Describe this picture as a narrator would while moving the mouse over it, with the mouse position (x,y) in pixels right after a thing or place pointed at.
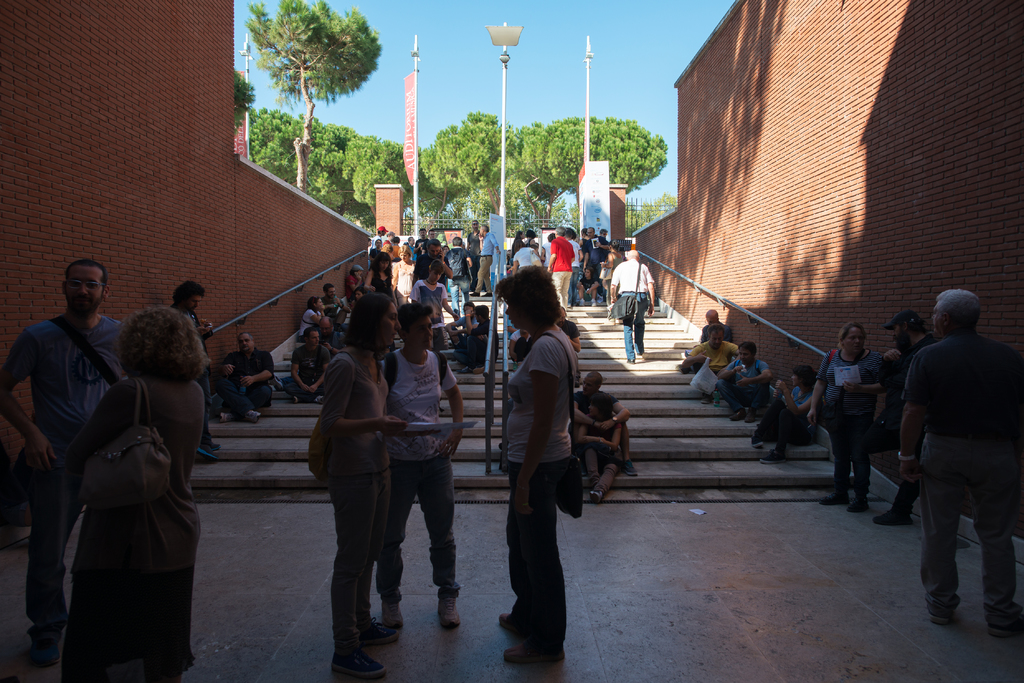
In the foreground of this picture (565,440) we can see the group of persons (946,366) standing on the ground (805,567) and we can see the group of persons (588,288) sitting on the stairs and we can see the hand rails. In the background (545,40) we can see the sky (547,45), trees (480,129), boards (412,102) and a light (517,32) attached to the pole (502,46) and some other objects (695,389).
